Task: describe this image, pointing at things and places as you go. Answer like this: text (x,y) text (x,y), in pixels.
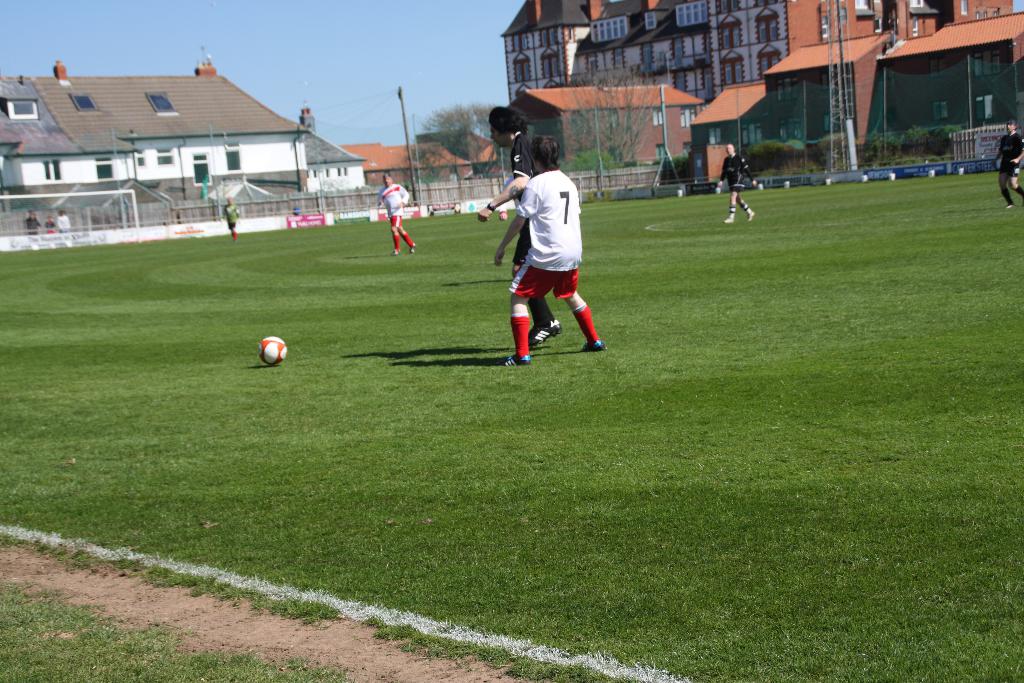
This image consists of few people (501,198) playing football. At the bottom (642,539), there is green grass (487,553). In the background (770,37), there are buildings (762,26). At the top (301,102), there is a sky (289,111).
